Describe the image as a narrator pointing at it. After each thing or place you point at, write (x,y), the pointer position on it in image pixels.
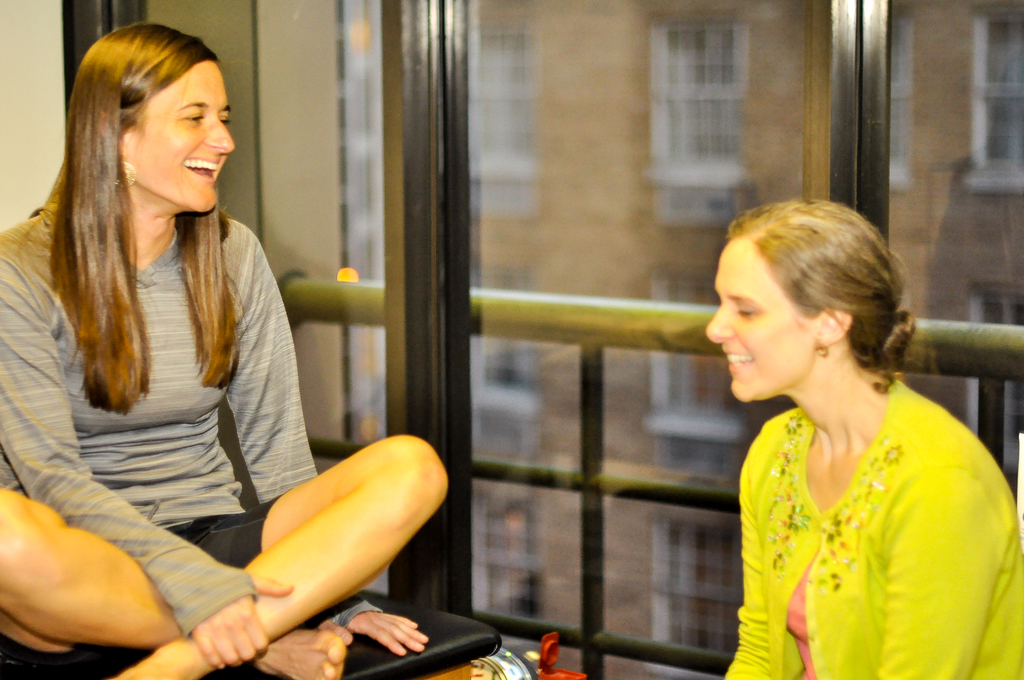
In this image on the right side (839,412) and left side (329,499) there are two women (810,472) who are sitting and smiling, and in the background (431,271) there is a glass window (546,355) and some buildings (532,164).
